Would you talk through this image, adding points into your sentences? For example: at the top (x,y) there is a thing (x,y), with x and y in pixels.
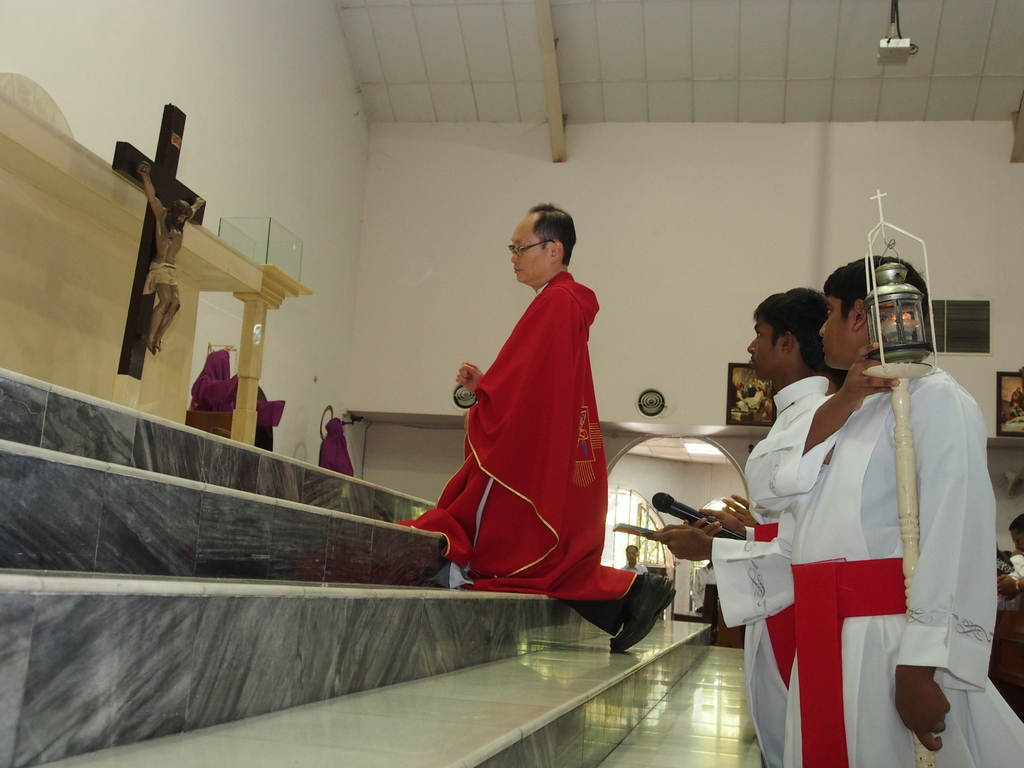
The man (525,369) with the red cloth (520,426) is on the staircase (434,542). Behind him, we see two men (797,557) in white dress (812,537) are standing. He is holding the microphone (664,505). In front of the man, we see a crucifix (180,186). Beside him, we see a white wall (713,339) on which photo frames (1017,408) are placed. This picture is clicked in the church (454,204).
